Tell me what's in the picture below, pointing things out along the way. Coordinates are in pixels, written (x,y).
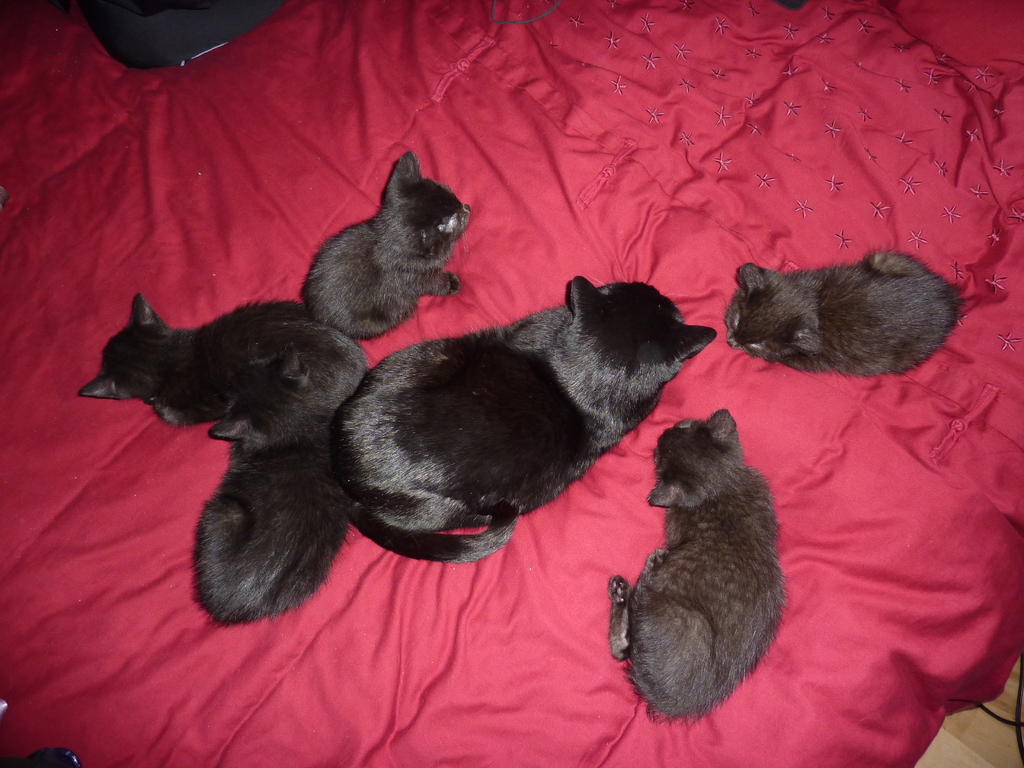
In this picture I can see cats (804,320) on the cloth (537,261).
